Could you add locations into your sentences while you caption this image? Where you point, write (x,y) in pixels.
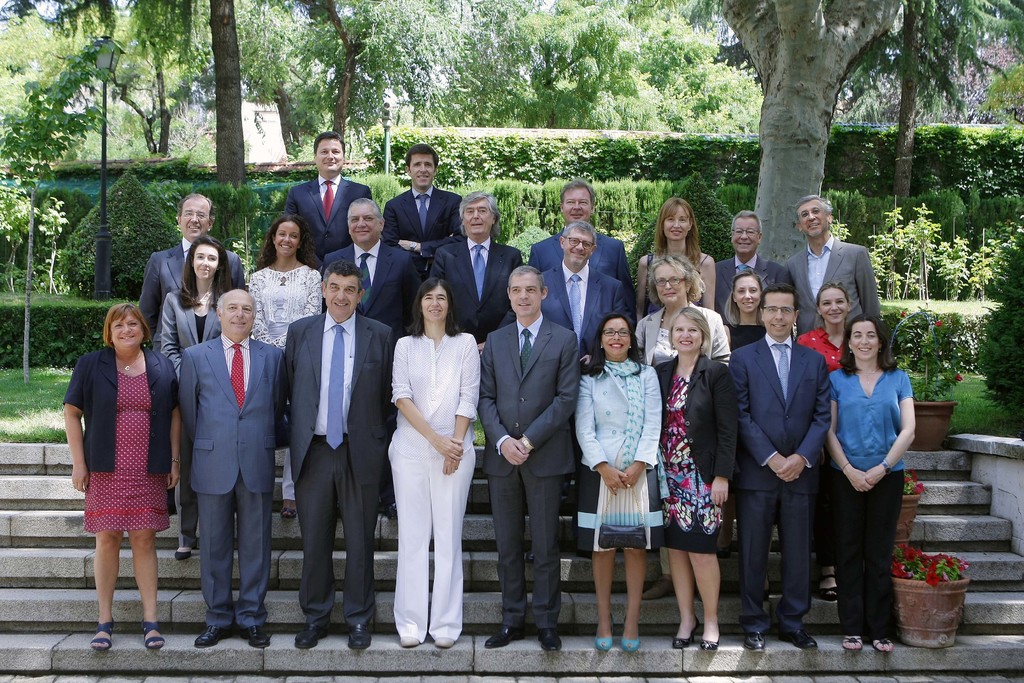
In the image there are a group of people (269,430), they are standing on the steps (53,595) and posing for the photo, on the right side (894,558) there are flower plants (916,578) in the pots (940,594), in the background (348,132) there are trees (289,14) and plants (80,127).
